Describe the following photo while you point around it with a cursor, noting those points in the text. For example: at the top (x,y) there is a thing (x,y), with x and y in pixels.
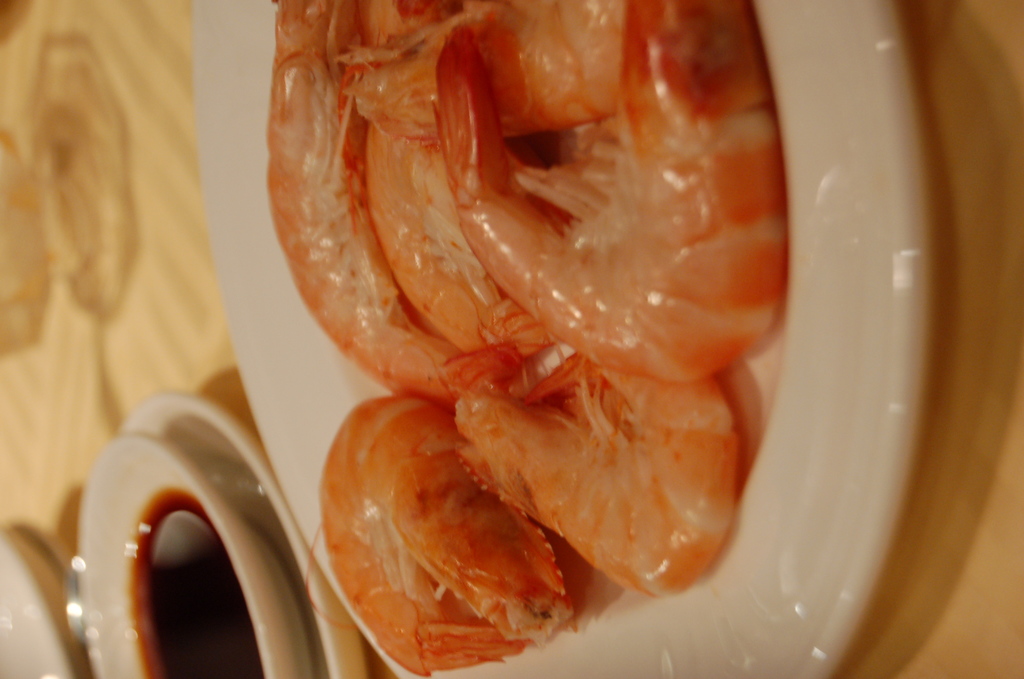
This is the picture of a table (22,450) on which there is a plate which has some food item (399,482) and a bowl (122,484) in which there is some liquid (206,518).
